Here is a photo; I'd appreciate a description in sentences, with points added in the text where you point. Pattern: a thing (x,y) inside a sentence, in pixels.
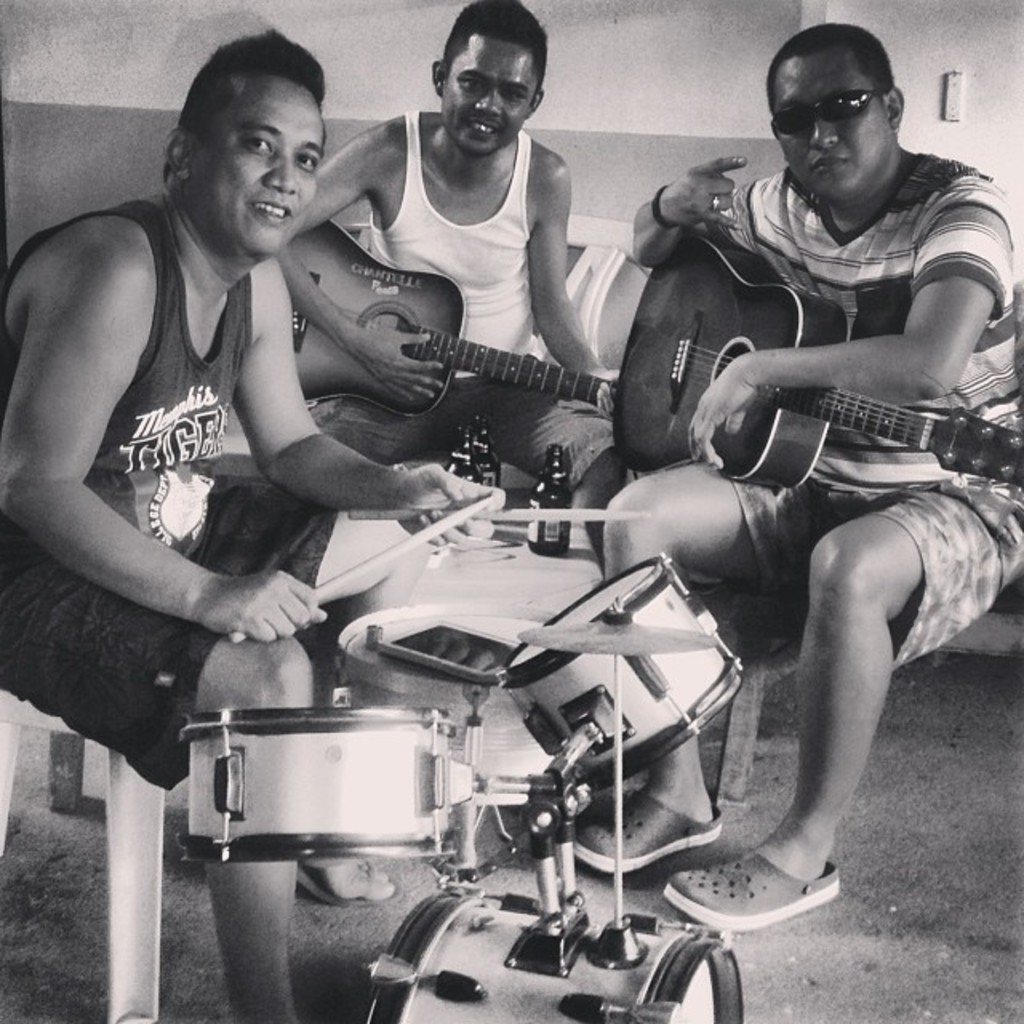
This image is clicked in a room (221,1014). There are three persons (157,320) in this image. To the left (313,598), the man (324,598) is playing drums (321,778). To the right (817,386), the man (829,358) is holding guitar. In the middle (497,343), the man (489,291) is playing guitar (443,354). In the background (141,21), there is a wall (898,53).
